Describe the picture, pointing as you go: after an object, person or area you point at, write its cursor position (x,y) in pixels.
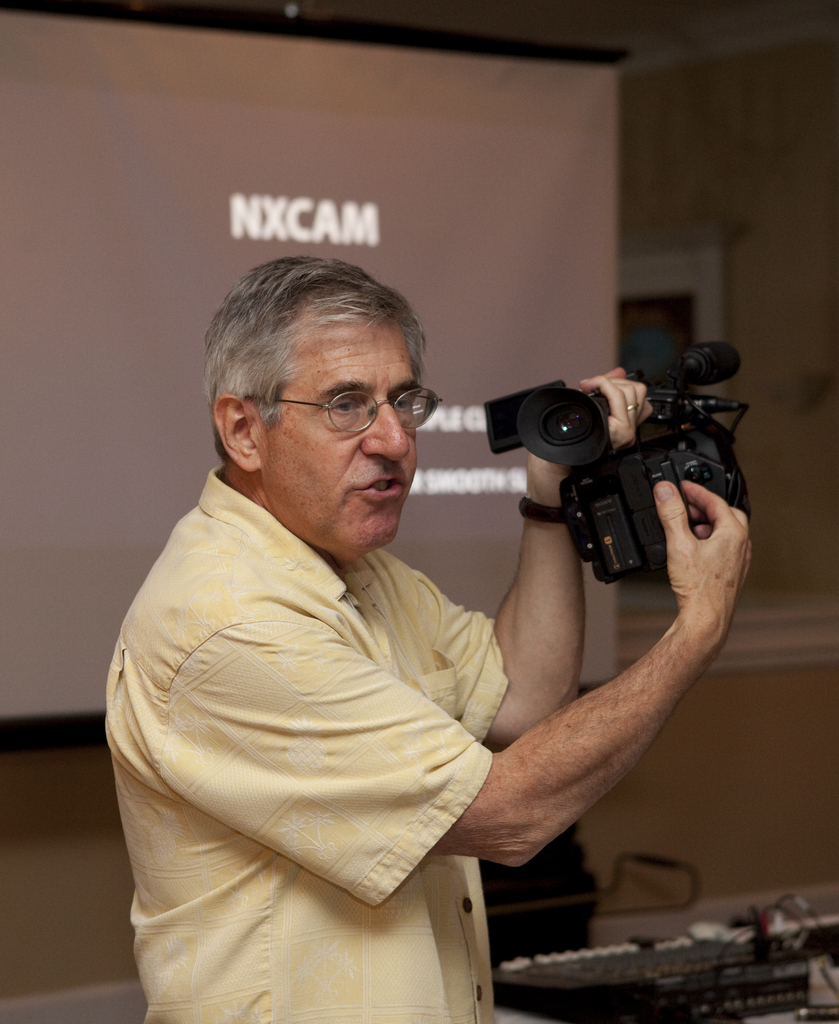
In the center of the image (331,677) there is a person (182,825) wearing a yellow color shirt (470,716) and he is holding a video recorder (578,458) in his hand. In the background of the image (553,48) there is a projector screen (161,103). There is a wall (754,156).
